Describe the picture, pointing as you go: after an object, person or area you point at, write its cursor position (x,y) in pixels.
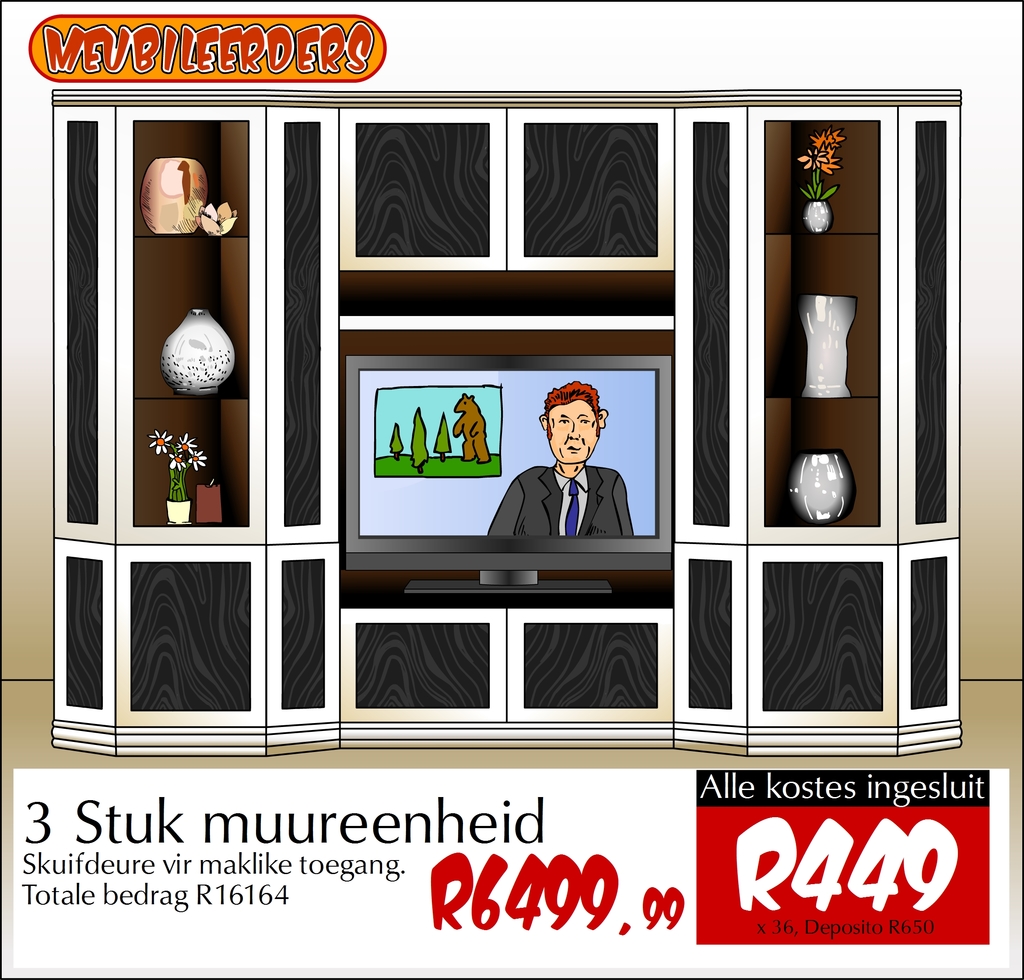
This is an animated image. We can see a screen (457,371) and some cupboards (402,189). We can also see some shelves (178,242) with objects (831,376). We can also see some text (819,795) at the top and at the bottom (454,898).
